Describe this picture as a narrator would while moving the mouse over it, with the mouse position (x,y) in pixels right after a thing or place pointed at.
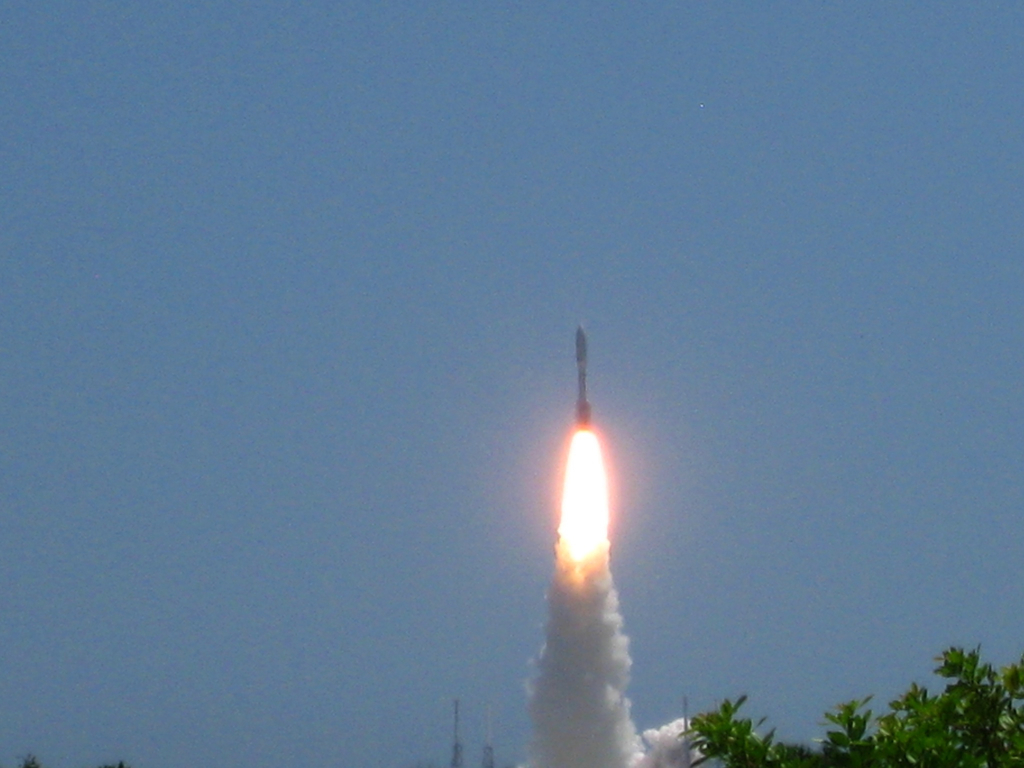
There are trees (832,717) at the bottom of this image (887,727). We can see a rocket (581,378) in the middle of this image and the sky (394,372) is in the background (577,323).
